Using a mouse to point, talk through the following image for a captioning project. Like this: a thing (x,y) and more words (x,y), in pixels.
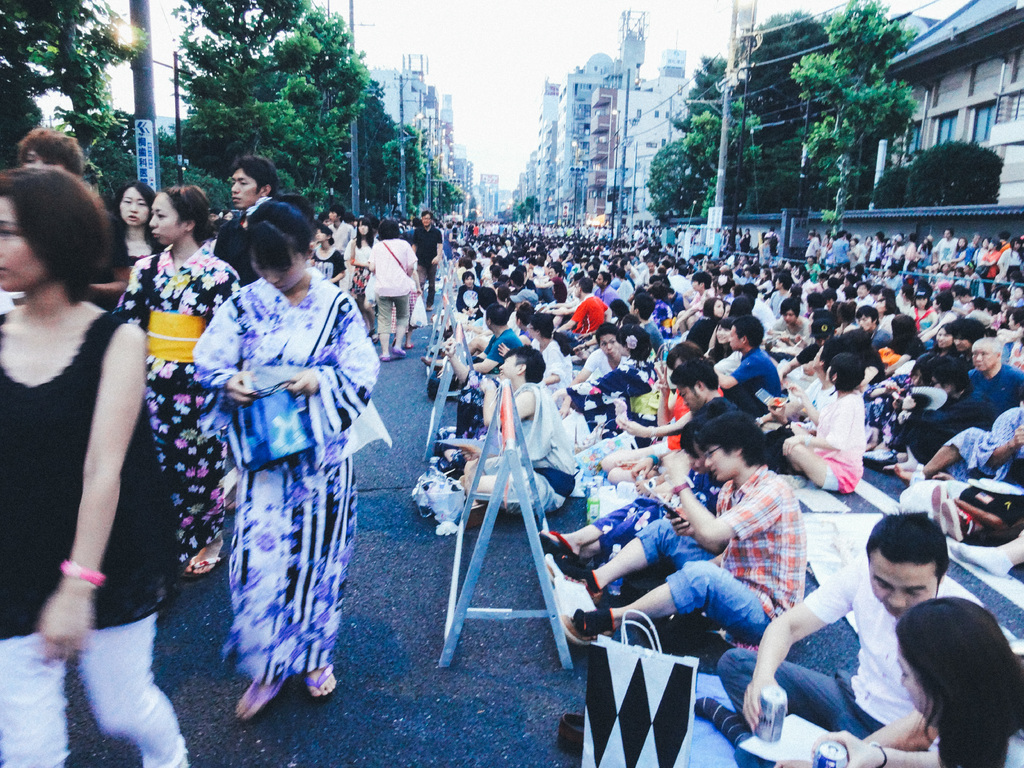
This is the picture of a city (958,216). In this image there are group of people (728,611) sitting on the road (1019,636). On the left side of the image (271,489) there are group of people (343,417) walking on the road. At the back (729,188) there are buildings (980,62) and trees (936,200) and poles (574,195) and there are wires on the poles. At the top (536,54) there is sky (490,47). At the bottom (467,567) there is a road (467,692).
